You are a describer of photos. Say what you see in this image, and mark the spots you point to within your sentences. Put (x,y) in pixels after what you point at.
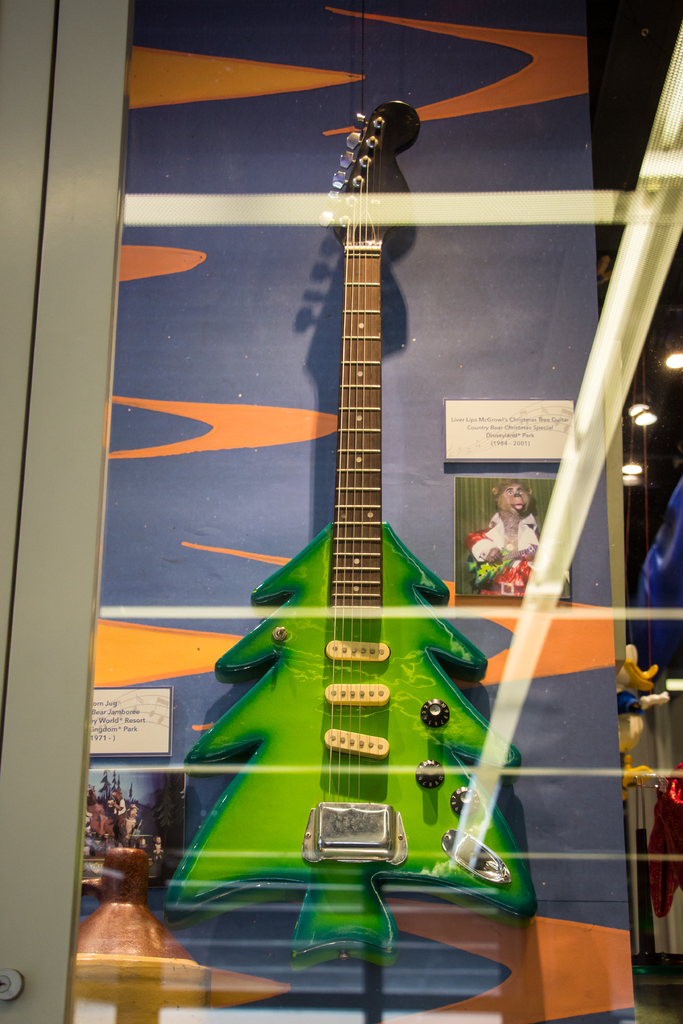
In this image there is a guitar (275,600) kept inside a door (557,511) and there is a picture (535,521) attached to the wall (600,482), a name board (495,430) attached to a wall (579,506), and in back ground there are ceiling lights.
